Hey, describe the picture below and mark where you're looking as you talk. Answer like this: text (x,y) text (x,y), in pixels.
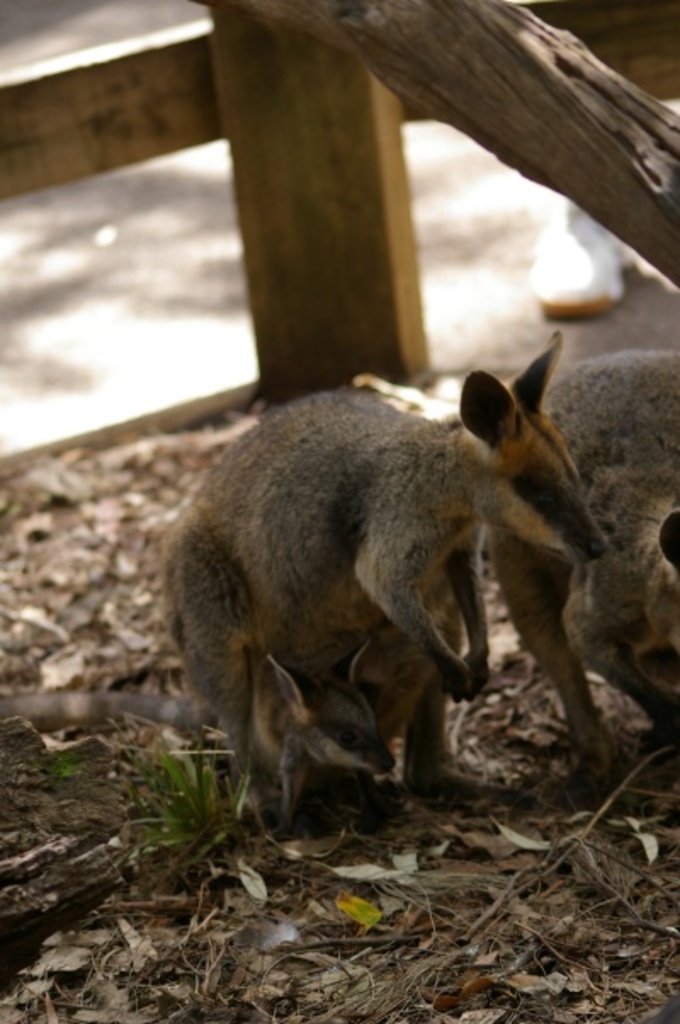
In this picture we can see animals (282,635) and dried leaves (45,587) on the ground (362,964), wooden objects (62,805) and in the background (574,309) we can see a shoe (573,298).
